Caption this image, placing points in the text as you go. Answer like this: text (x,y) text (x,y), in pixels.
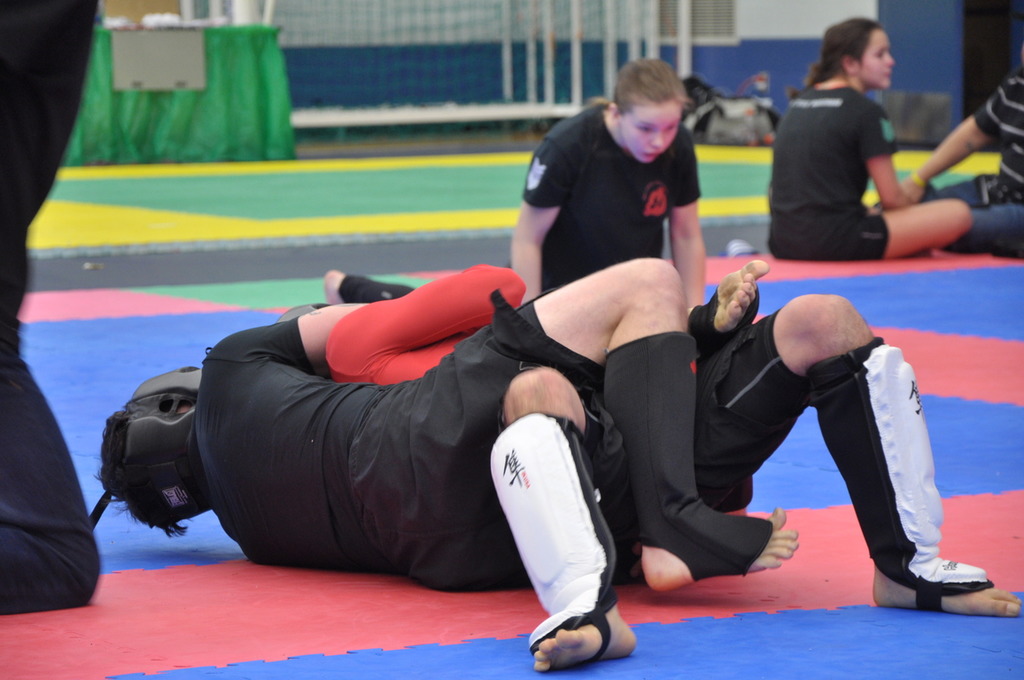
In this image there are two people (506,433) lying on the floor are wrestling, beside them there are a few other people (878,148) sitting on the floor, on the left of the image (56,438) there is a person (56,438) kneeling, in the background of the image (184,115) there is a table (118,101) with some objects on it and there are some metal rod goal posts (570,105), behind the goal posts (570,52) there is a wall (806,18) and there are some objects (702,137) on the floor (194,627).
